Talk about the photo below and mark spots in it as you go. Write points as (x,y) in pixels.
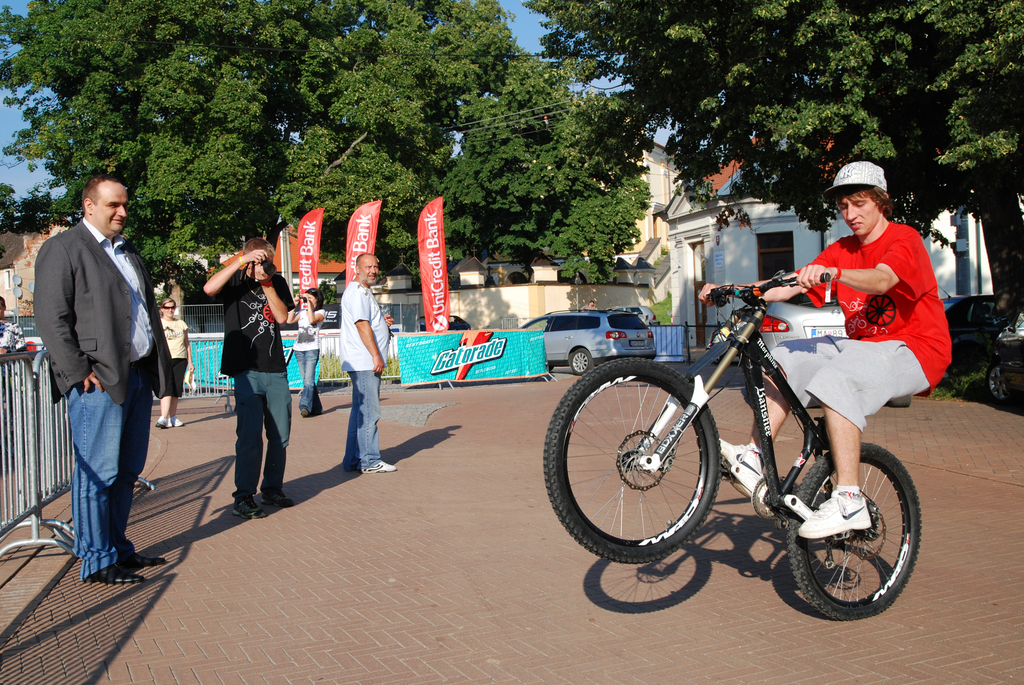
On the background (567,105) we can see trees (561,99) and partial part of a sky (20,180). We can see building (770,263) and house (550,275) here. We can see car (590,325) here and few flex (367,244) and hoardings (487,346). We can see one man (796,345) riding a bicycle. We can see few persons (253,382) standing and taking snaps and few are walking.
